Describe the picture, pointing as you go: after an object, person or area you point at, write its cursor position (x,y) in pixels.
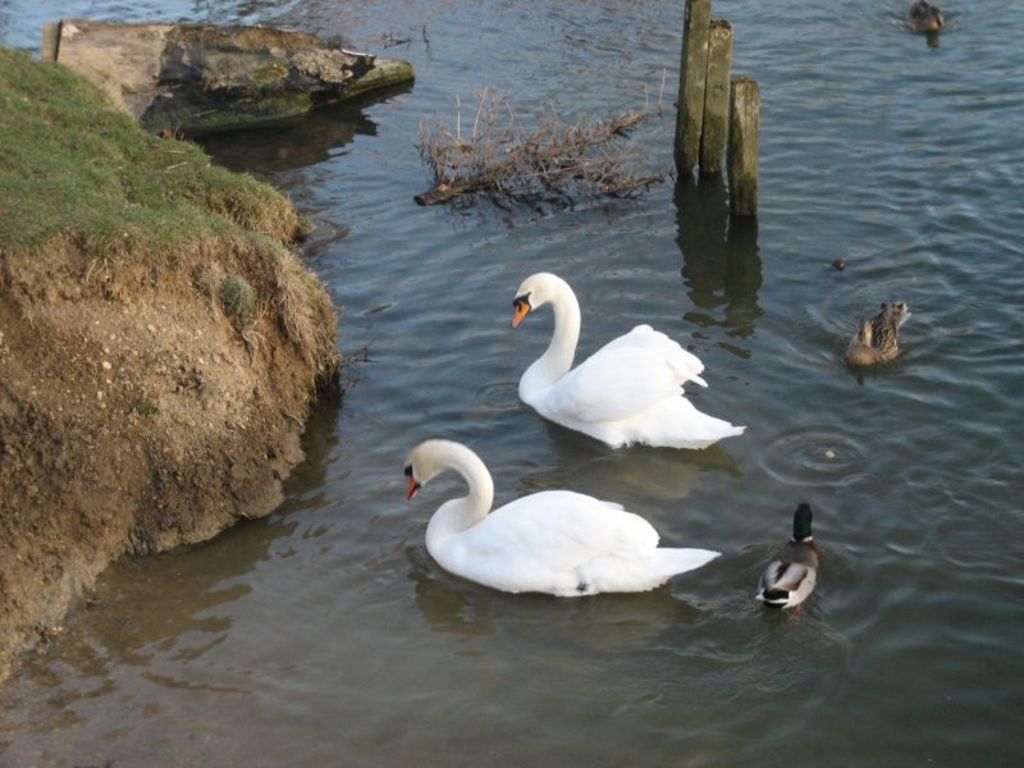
In this image we can see some birds (663,363) in the water (594,455). We can also see some wooden poles (750,203), plants (532,144), grass (258,220) and the rocks (306,105).
